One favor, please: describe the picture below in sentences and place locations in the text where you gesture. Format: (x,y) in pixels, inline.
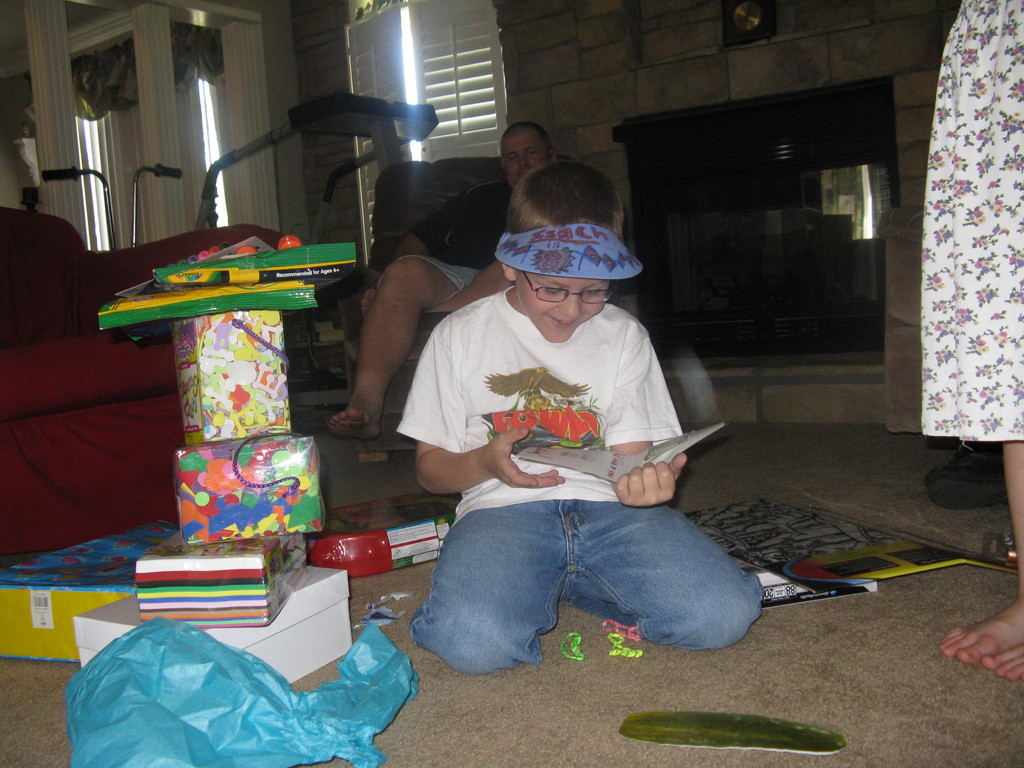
In this image I see a man (431,257), a boy (492,360) and a person (949,396) over here and I see that these both of them are sitting and this boy (525,407) is holding a book (622,459) in his hands (661,481) and this person (1017,453) is standing and I see many things (301,509) over here and I see a couch (0,346) over here. In the background (269,15) I see the wall (339,66) and I see the windows (417,102) over here and I see the curtains (118,104).
